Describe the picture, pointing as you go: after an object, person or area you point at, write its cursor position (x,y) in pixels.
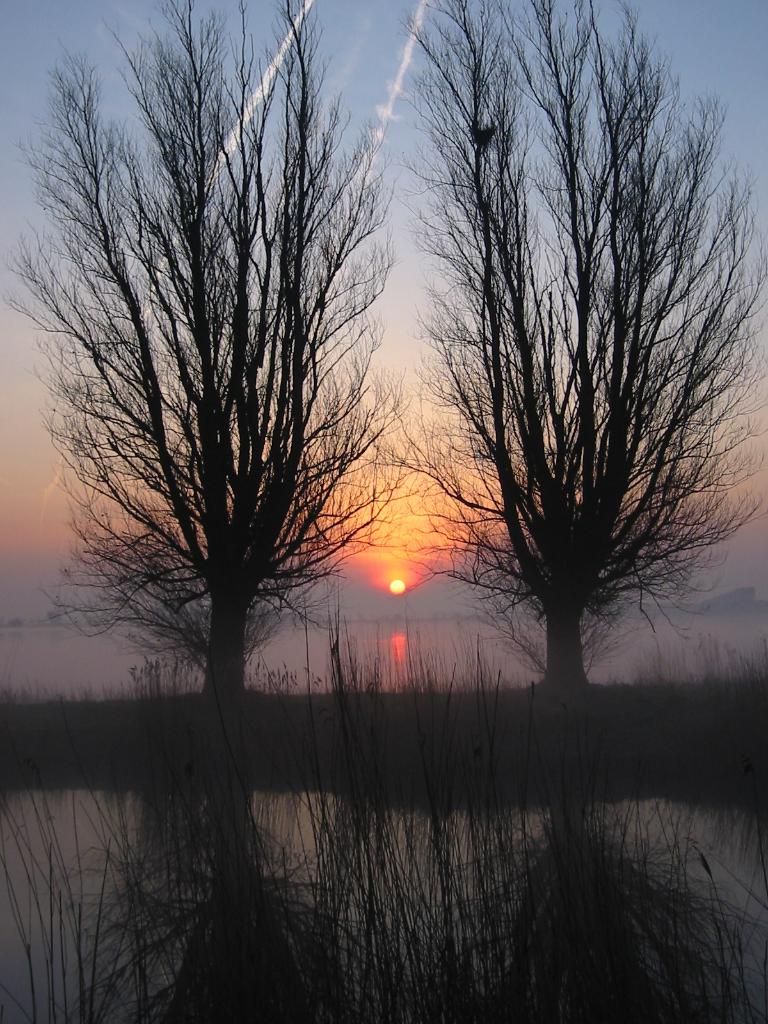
In this image we can see there are two trees (145,472), in front of it there is a reflection (192,846) of it in the water (186,855) and there are some bushes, behind it there is a sunlight (430,542), which might either be a sunrise or sunset.
